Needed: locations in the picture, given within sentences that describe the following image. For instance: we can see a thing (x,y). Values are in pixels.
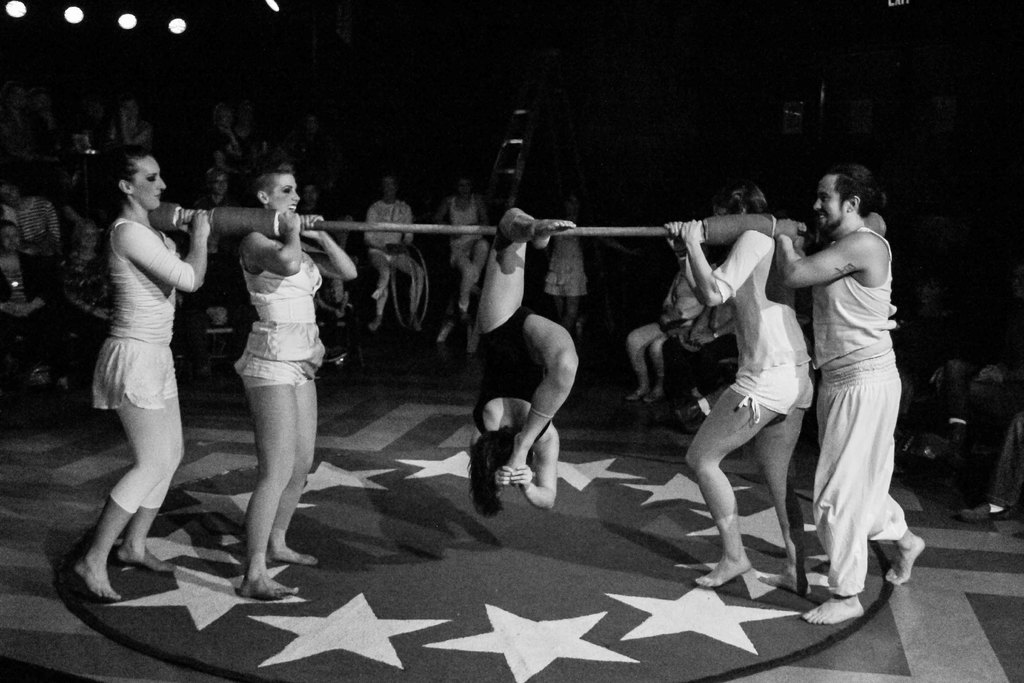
This image is a black and white image. This image is taken indoors. At the bottom of the image (439,632) there is a floor (919,621) with a mat (765,644). In the background (462,262) a few people (450,259) are sitting on the chairs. In this image the background is dark and there are a few lights (10,7). In the middle of the image (492,301) a woman (510,268) is doing gymnastics with a stick (432,227) and four people (825,319) are holding a stick (251,223) in their hands (776,236).
